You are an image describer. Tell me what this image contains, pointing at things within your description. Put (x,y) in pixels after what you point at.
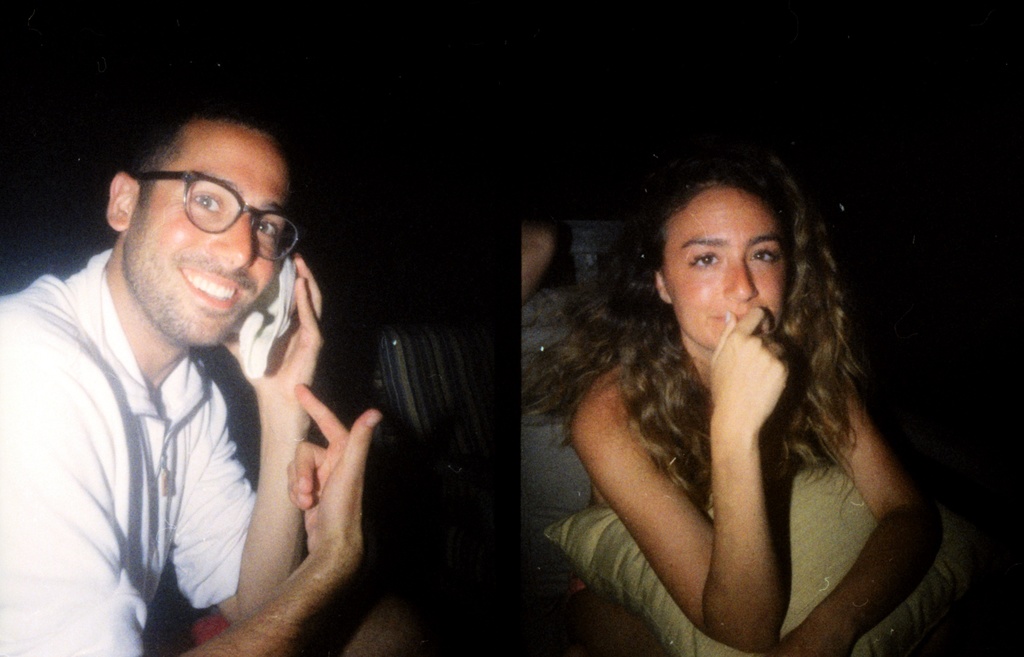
This is the collage of two images. In the first image, we can see a man (382,641) is sitting. He is wearing a T-shirt (92,462) and holding an object (253,352) in his hand (278,340). In the second image, we can see a woman (677,370). She is holding a pillow (836,525) in her hand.
